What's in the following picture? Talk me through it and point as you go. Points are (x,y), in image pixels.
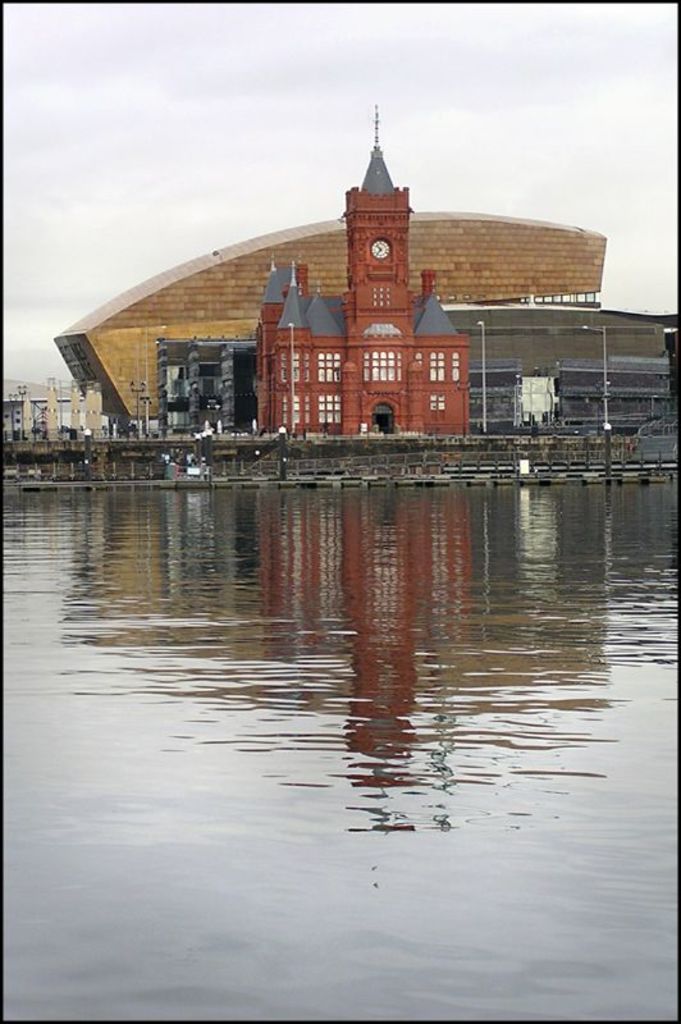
As we can see in the image there is water (314,604), buildings (298,362), clock (377,247), windows (335,412) and at the top (227,173) there is sky (115,126).
